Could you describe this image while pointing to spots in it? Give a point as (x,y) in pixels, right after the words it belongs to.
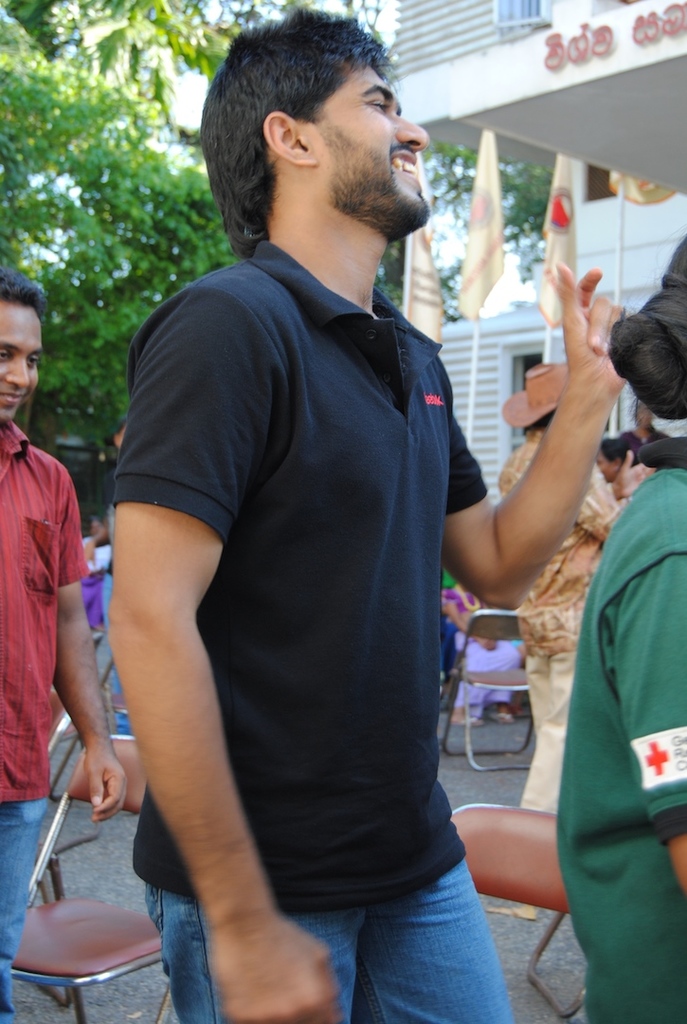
In this image we can see a few people (341,546), there are chairs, flags (425,184), a house (487,400), also we can see a tree (459,225).
